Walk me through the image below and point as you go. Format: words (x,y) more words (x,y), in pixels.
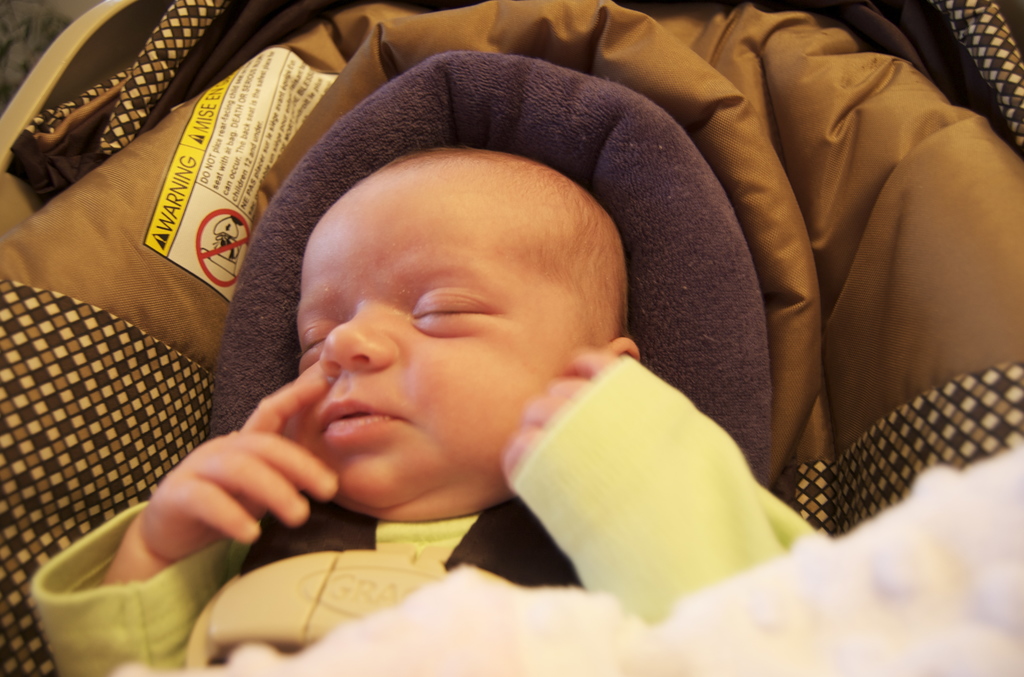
The picture consists of a baby (552,472) sleeping on a car seat (679,104), the car seat (191,123) is in brown color. At the bottom (649,642) it is blanket (615,642).
